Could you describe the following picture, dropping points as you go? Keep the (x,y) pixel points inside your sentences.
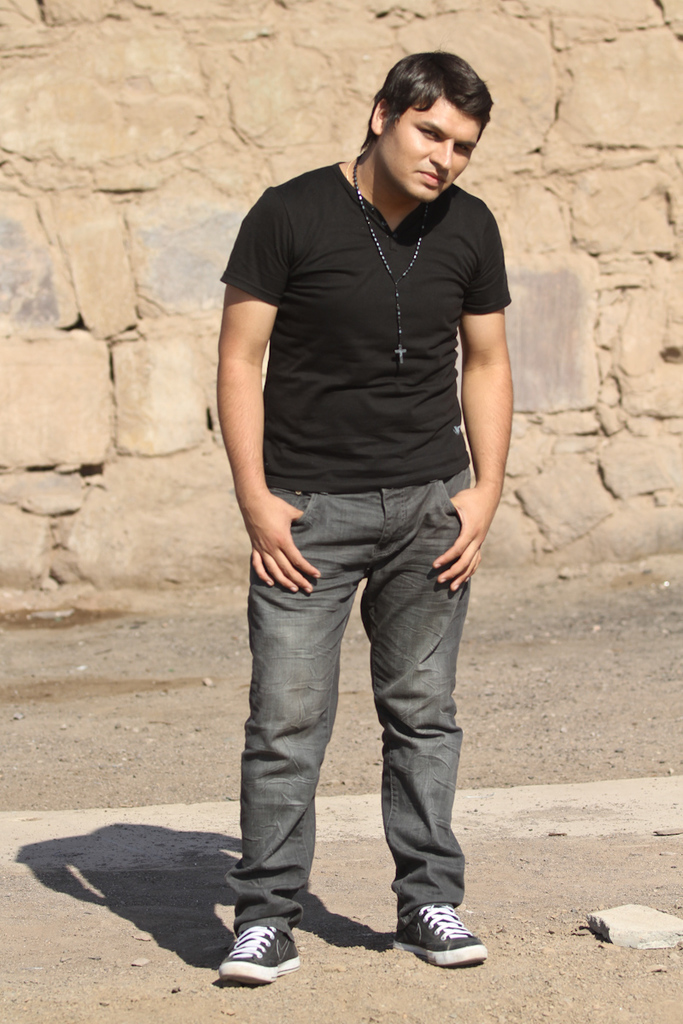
In this image we can see a person (364,358) wearing a rosary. In the back (180,173) there is a wall (150,427).
